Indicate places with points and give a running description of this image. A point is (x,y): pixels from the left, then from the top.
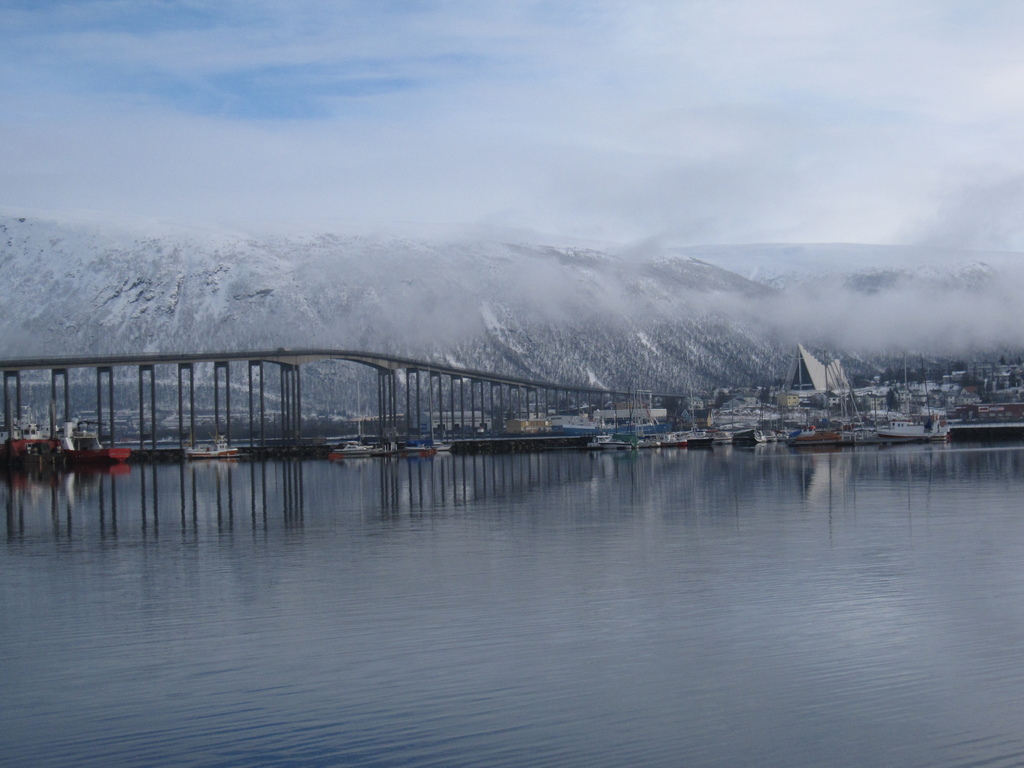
In this image there is the water (471,619). There is a bridge (228,400) across the water (481,638). There are boats (909,425) on the water (887,465). In the background (471,239) there are mountains (362,259). At the top (558,102) there is the sky (442,90). There is the fog (924,298) in the image.
